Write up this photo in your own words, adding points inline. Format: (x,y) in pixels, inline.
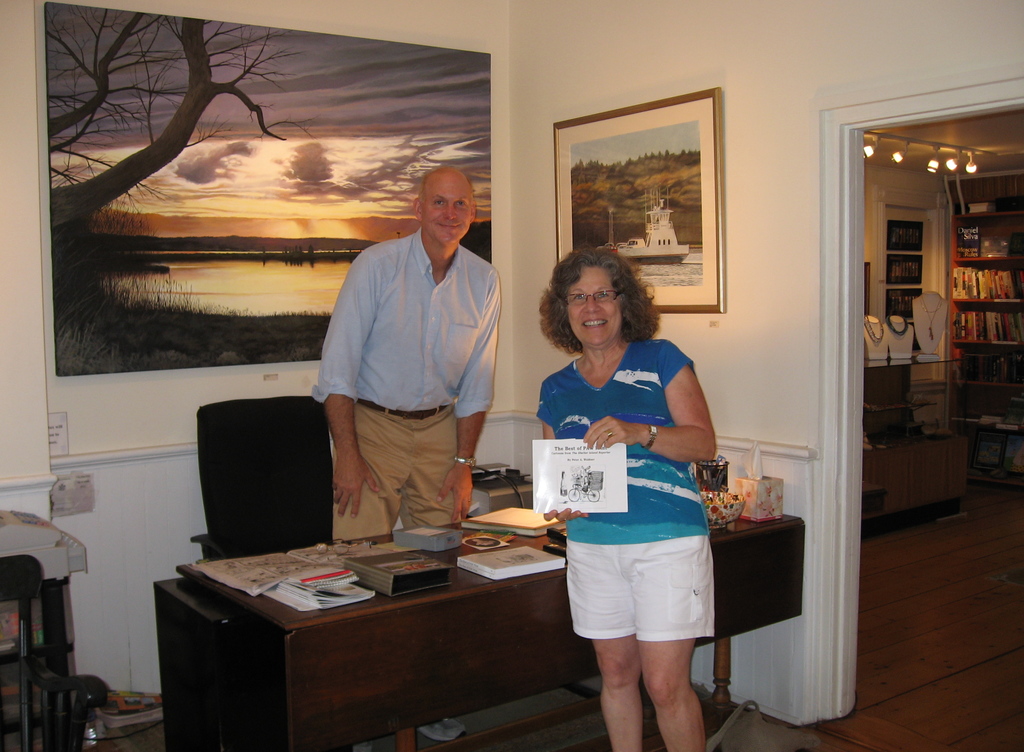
In the image we can see there are people (376,316) who are standing on the floor (705,691) and in front of them there is a table (540,537) on which there are books (291,587). At the back (347,168) on the wall (503,450) there is a poster (333,230) and on the other side there is a book shelf (1010,231) in which books (997,356) are kept.
